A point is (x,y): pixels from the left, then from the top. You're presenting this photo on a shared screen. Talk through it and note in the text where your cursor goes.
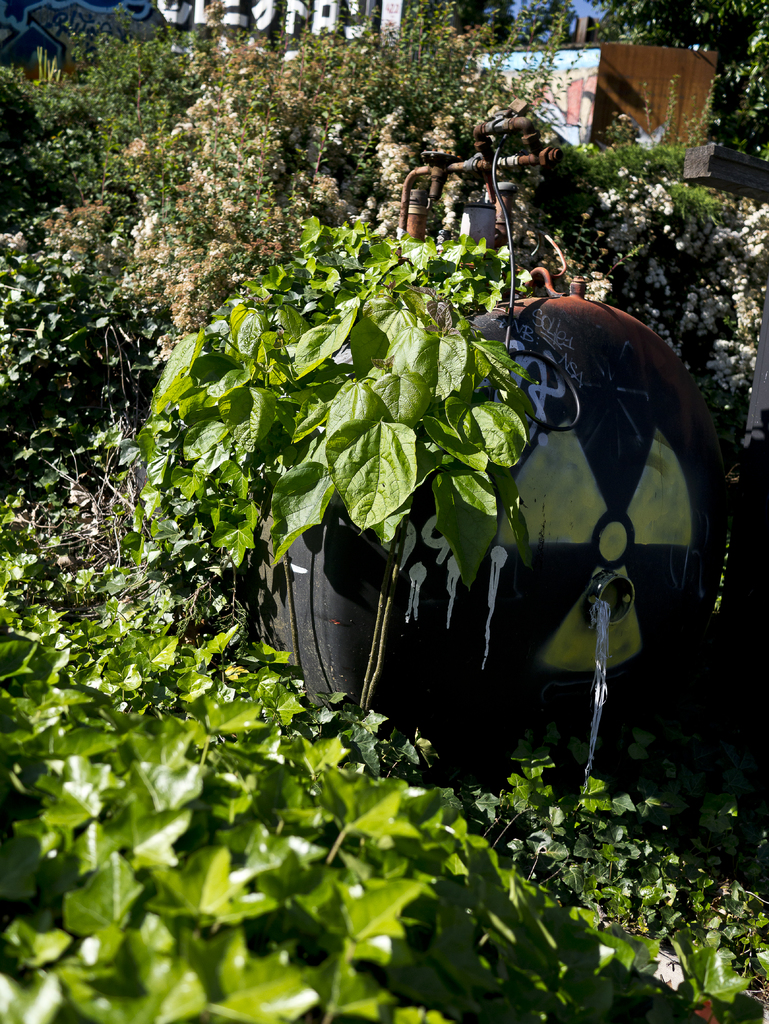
In this image there are few leaves (195,501) and there is a water tank (430,498).
